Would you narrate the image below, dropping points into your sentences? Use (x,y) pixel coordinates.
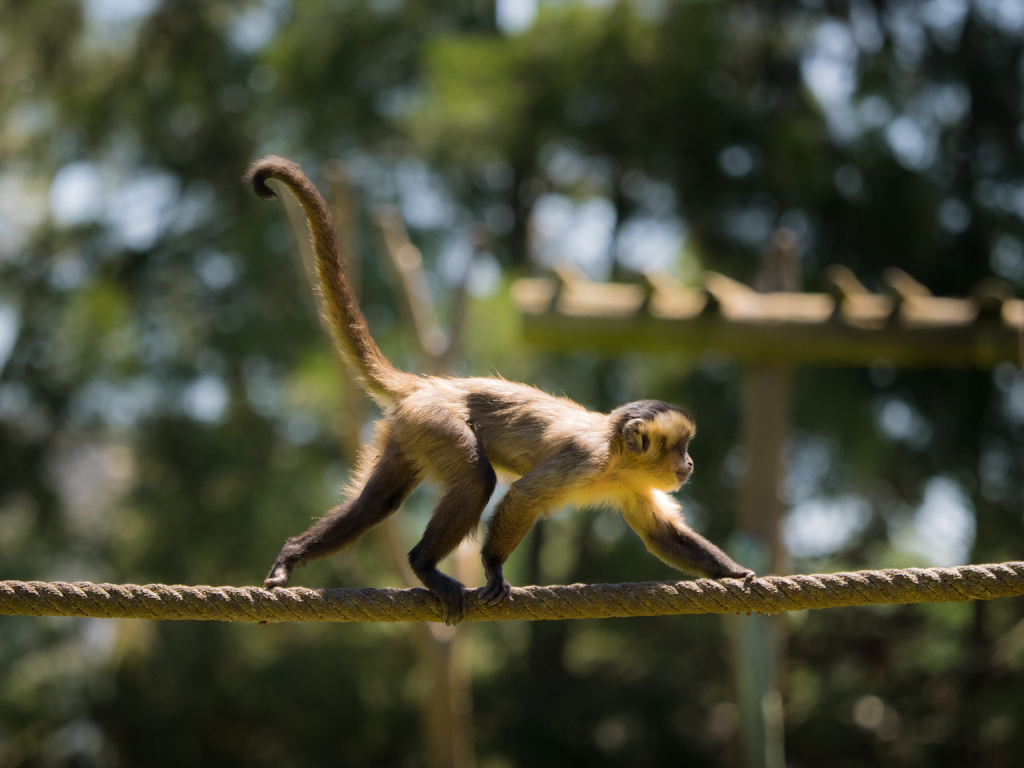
In the middle of the image (441,465) there is a monkey (461,507) walking on the rope (686,608) towards the right side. In the background (632,164) there are trees (793,217) and some sticks (782,333).
